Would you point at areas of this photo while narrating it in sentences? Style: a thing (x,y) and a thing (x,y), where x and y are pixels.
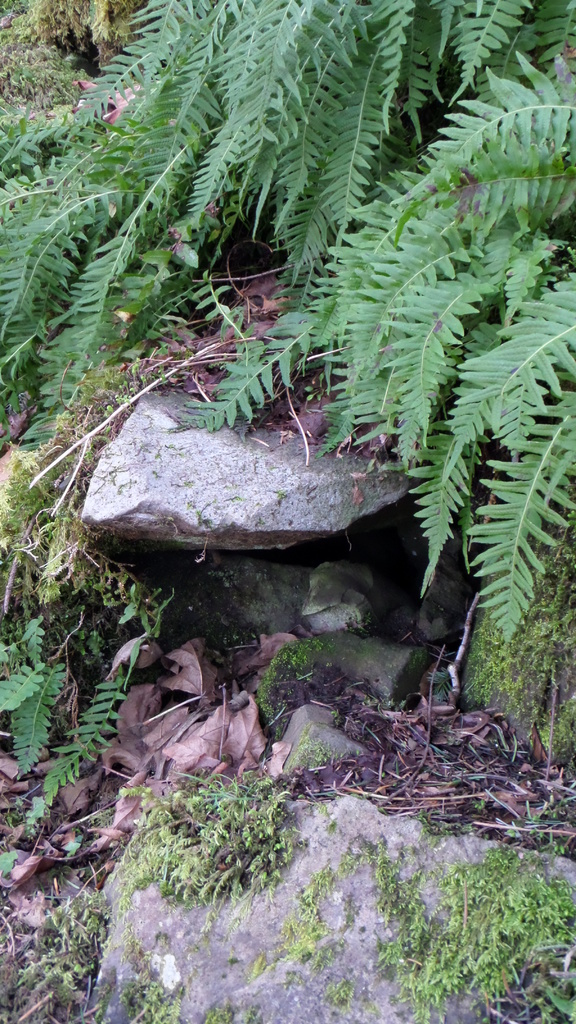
In this image I can see plants (504,375) and rocks (359,513). There are dry leaves (200,753) in the center (270,656).
